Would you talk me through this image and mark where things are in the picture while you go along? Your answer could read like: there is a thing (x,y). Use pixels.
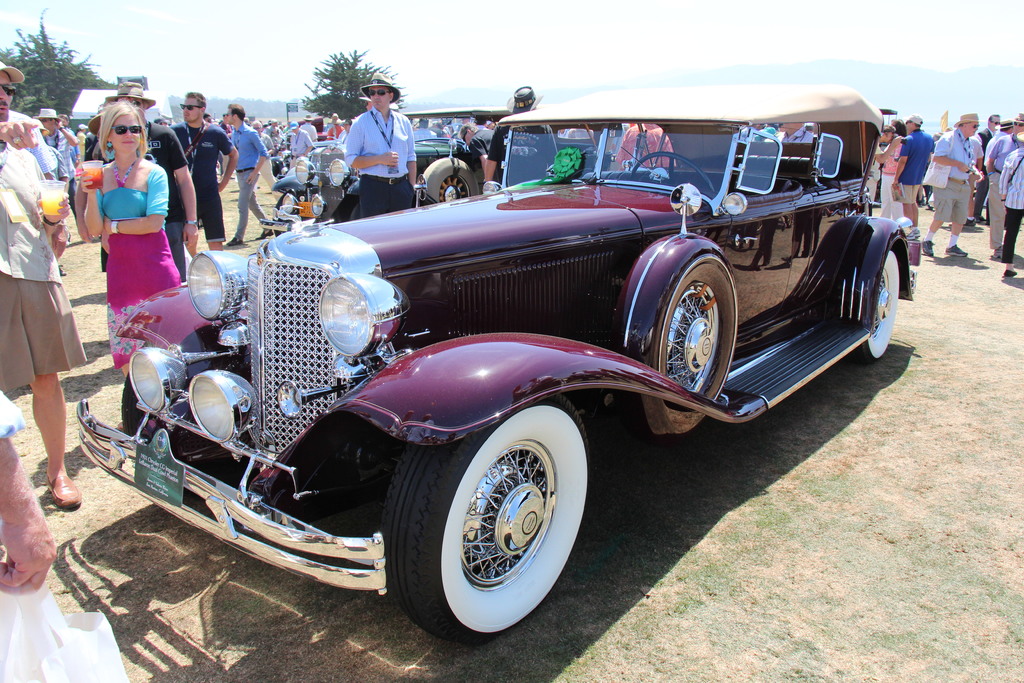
In this image there are a few people (252,184) standing and walking by holding a glass (97,180) of drink (99,166) in their hands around two vintage cars (403,247) parked, in the background of the image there are trees (330,103) and mountains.
